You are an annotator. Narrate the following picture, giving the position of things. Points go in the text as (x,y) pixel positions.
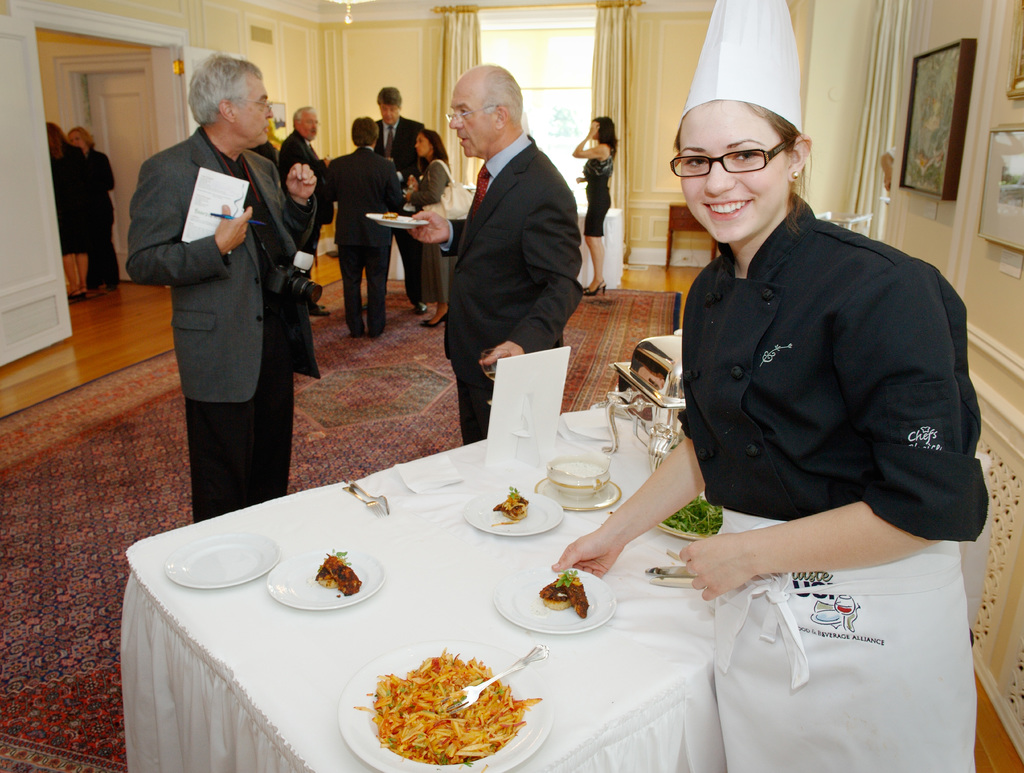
This is a room (851,50), here we see a woman (725,392) smiling and serving food (436,667) on the table (475,554). Next to the table (456,492) we see two men (270,243) talking to each other. In the background (335,167) we see four people (384,178) in which one is woman (423,175). And next to that group (423,153) at the corner we see a woman (596,171) standing.
